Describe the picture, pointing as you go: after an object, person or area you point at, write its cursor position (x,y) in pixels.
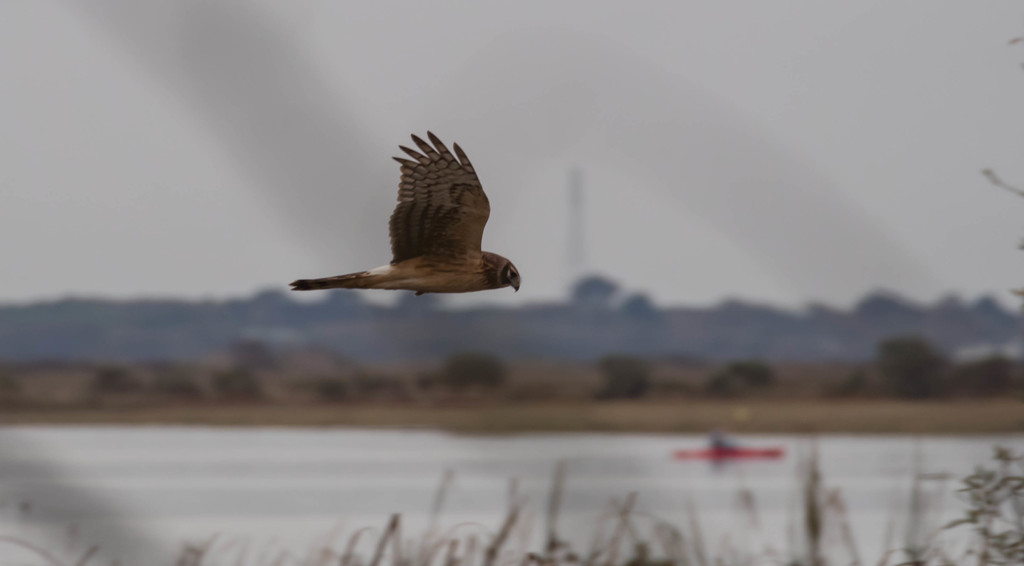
In this image we can see a bird (411,261). In the background of the image (577,357) there are trees (404,358), water (478,457). At the bottom of the image (571,562) there is grass (564,539). At the top of the image (475,56) there is sky (415,56).
